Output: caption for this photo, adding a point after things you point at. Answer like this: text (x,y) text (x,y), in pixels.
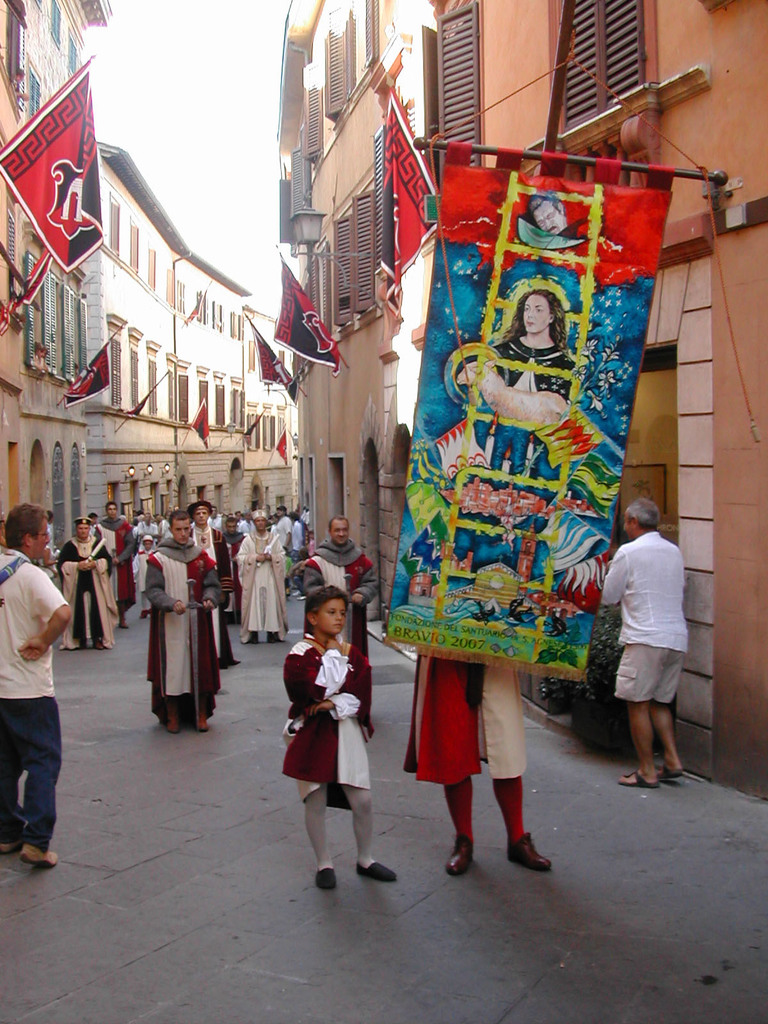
In this image there are people (227,549) walking on a road (496,901), one person (466,711) is holding a poster (562,404) on that poster (506,566) there is a picture (532,648), on either side of the path (128,652) there are buildings (15,472) to that buildings (244,382) there are flags (265,372).
